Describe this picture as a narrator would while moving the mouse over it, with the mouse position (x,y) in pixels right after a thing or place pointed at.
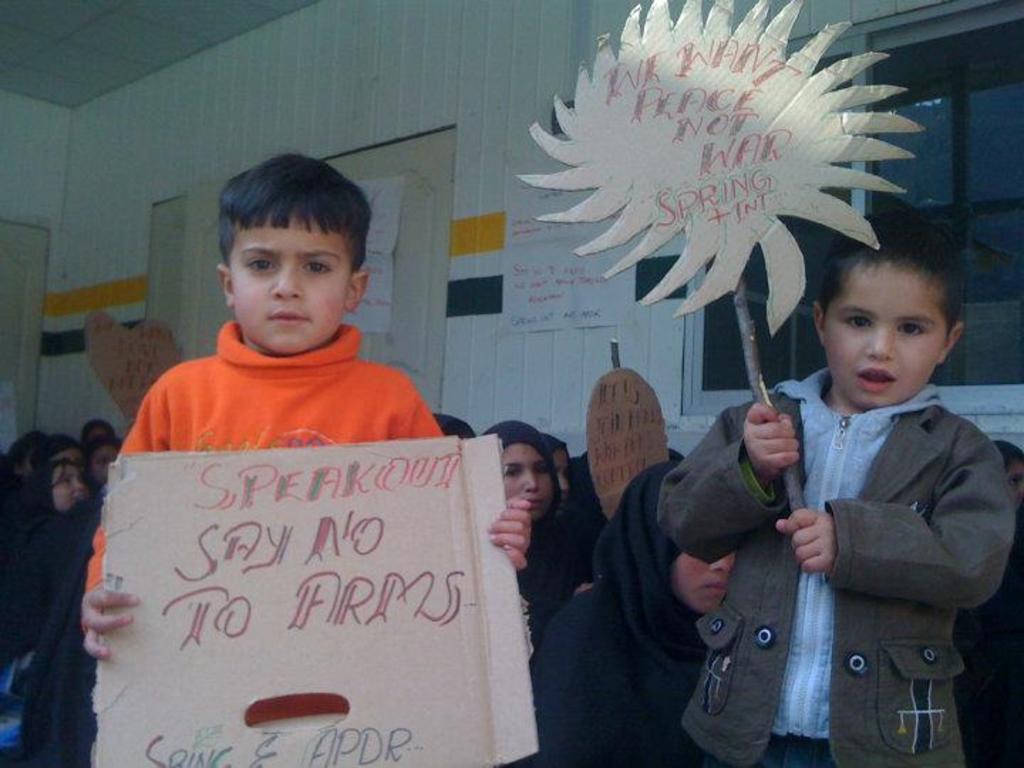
In this picture we can see two boys (181,366) holding posters (666,149) with their hands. At the back of them we can see a group of people (503,465), window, walls (231,134) and papers (374,223).
